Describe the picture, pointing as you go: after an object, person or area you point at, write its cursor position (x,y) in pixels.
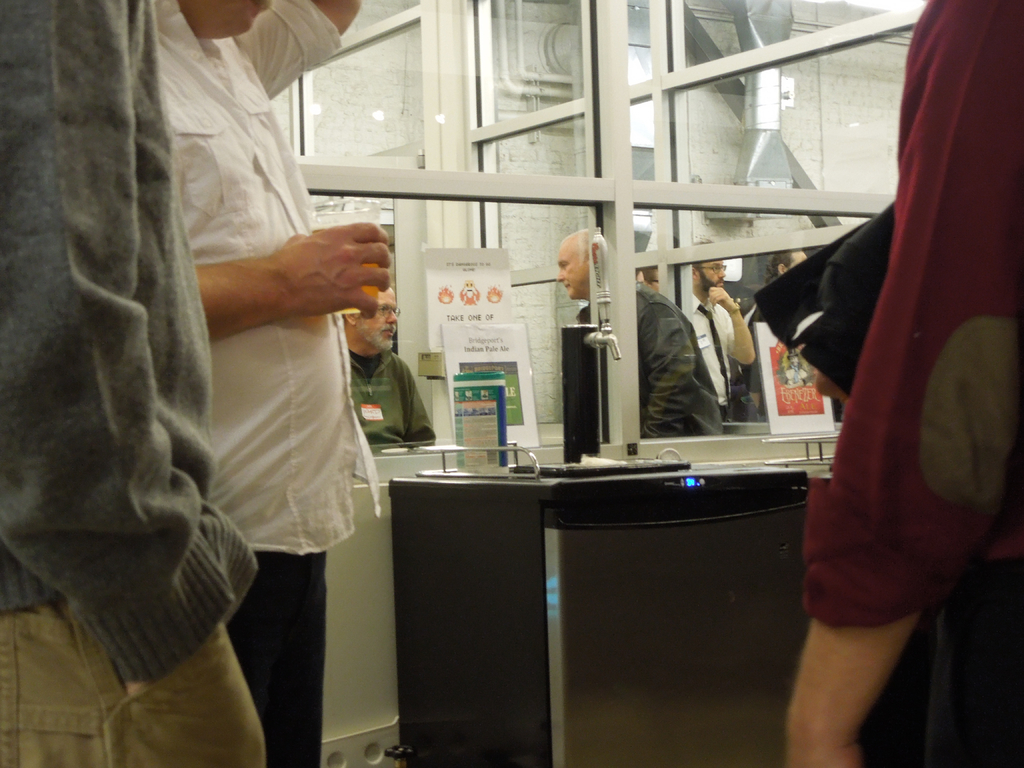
This picture is taken inside the room (578,688). In this image, on the right side (1009,173), we can see a person (1023,195). On the left side (156,468), we can see two men (105,241) are standing. In the middle of the image (629,507), we can see a beer machine (619,520) and an electronic machine (662,580). In the background (373,389), we can see a glass window (665,264), outside of the glass window (747,290), we can see hoardings (496,372), group of people (717,290), pipes (509,83) and a wall (876,165).
